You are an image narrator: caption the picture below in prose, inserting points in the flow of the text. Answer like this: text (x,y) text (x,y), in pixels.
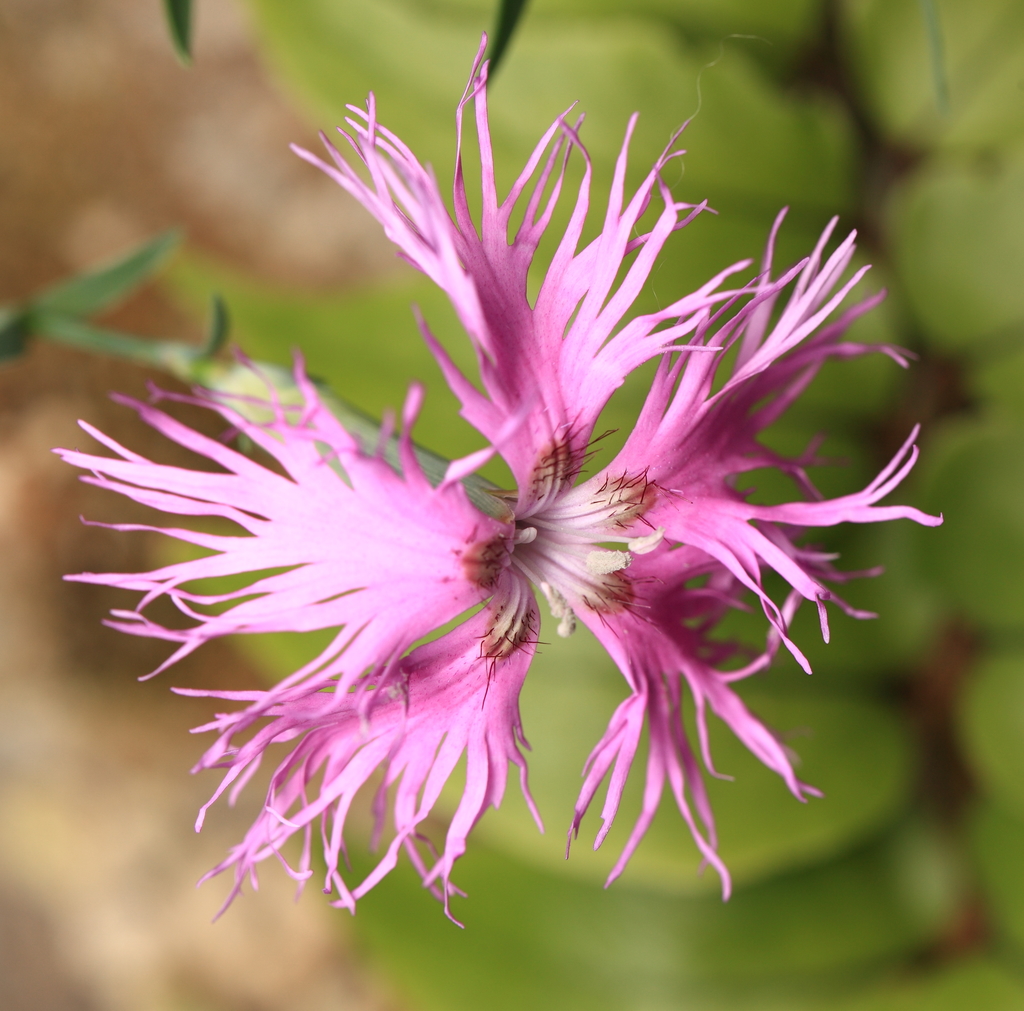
This picture contains flower (554,284) which is pink in color. In the background (538,247), it is green in color and it is blurred in the background (957,705).
